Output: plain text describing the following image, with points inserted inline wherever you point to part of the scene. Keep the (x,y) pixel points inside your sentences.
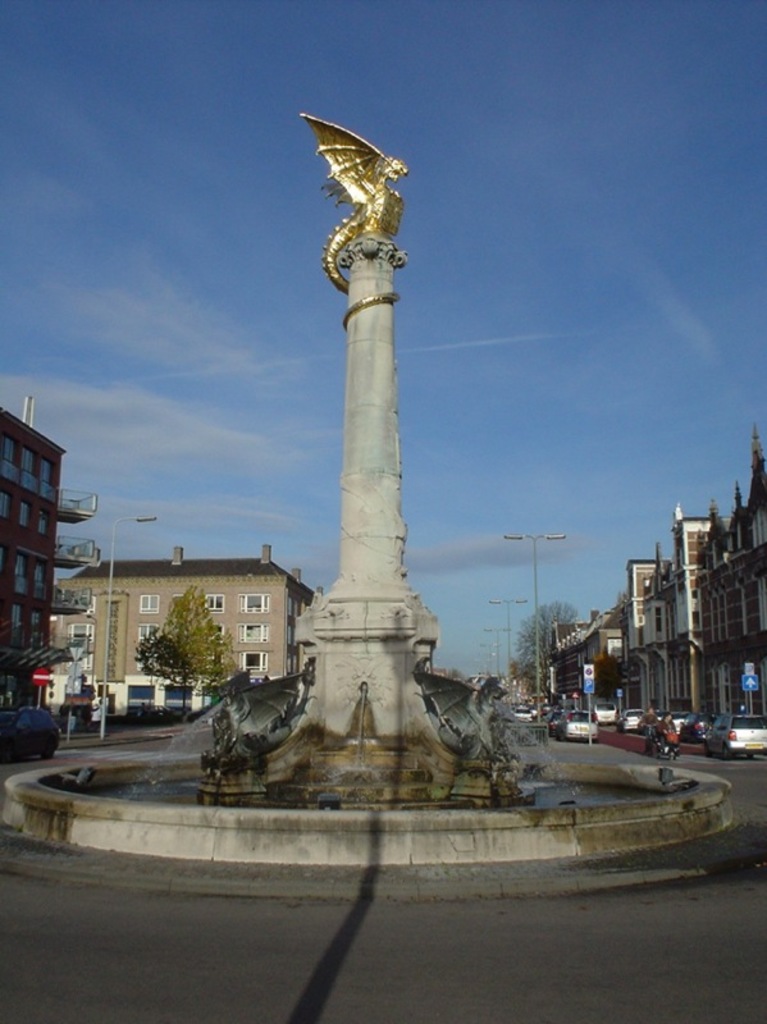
This image shows about the stone pillar (360,473) with golden dragon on the top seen in middle of the image (361,662). Behind there some buildings (714,695) and cars (599,708) parked around it.
